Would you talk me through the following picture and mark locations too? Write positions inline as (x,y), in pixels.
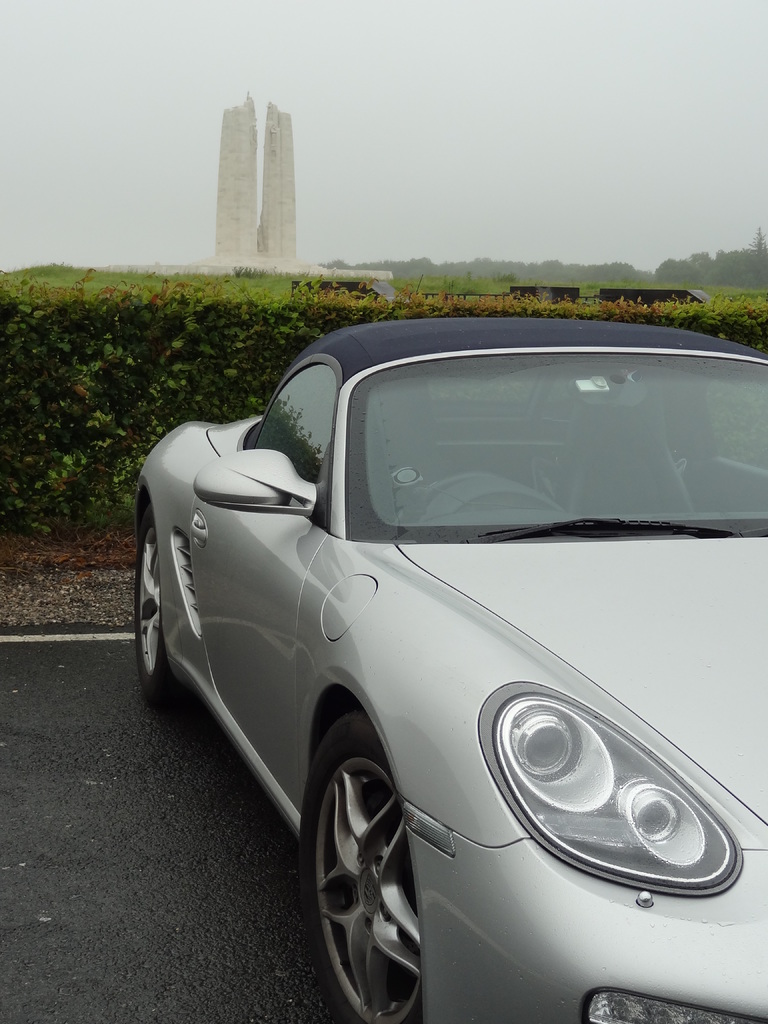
In the picture there is a car (238,535) parked on the road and behind the car (230,724) there are plenty of plants (237,288) and behind the plants (206,297) there is a tall stone (279,143) and beside the stone (276,238) there are many trees (735,265).
